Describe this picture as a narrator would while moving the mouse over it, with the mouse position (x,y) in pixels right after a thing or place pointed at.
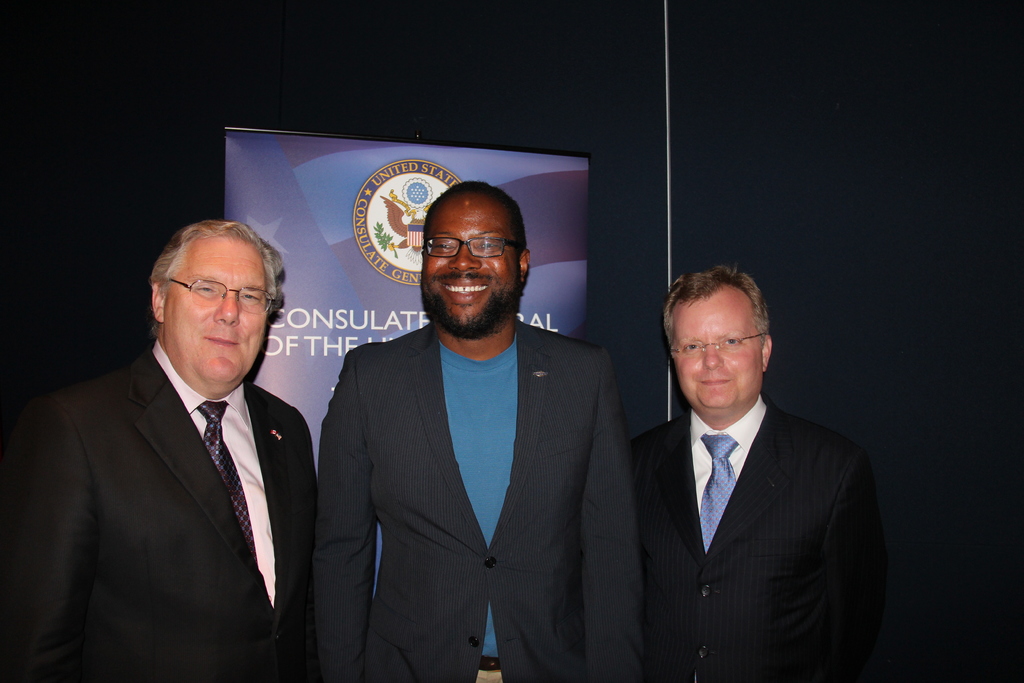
In this image there are three persons (530,552), there is a banner (349,307) with text (336,324) on it, the background of the persons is black in color.
